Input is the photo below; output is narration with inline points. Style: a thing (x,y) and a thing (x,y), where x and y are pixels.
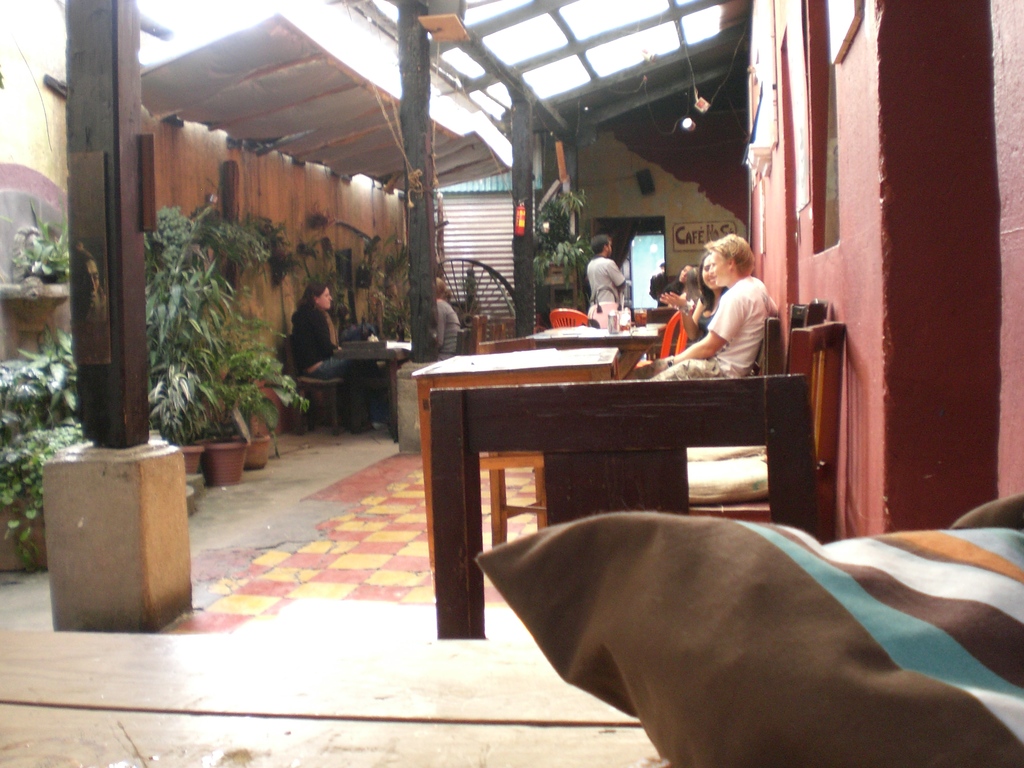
people (711,317) are sitting on the chair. in front of them there are tables (573,334). at the right (780,250) there is a red wall (780,214). at the left (50,368) there are plants (58,357).
